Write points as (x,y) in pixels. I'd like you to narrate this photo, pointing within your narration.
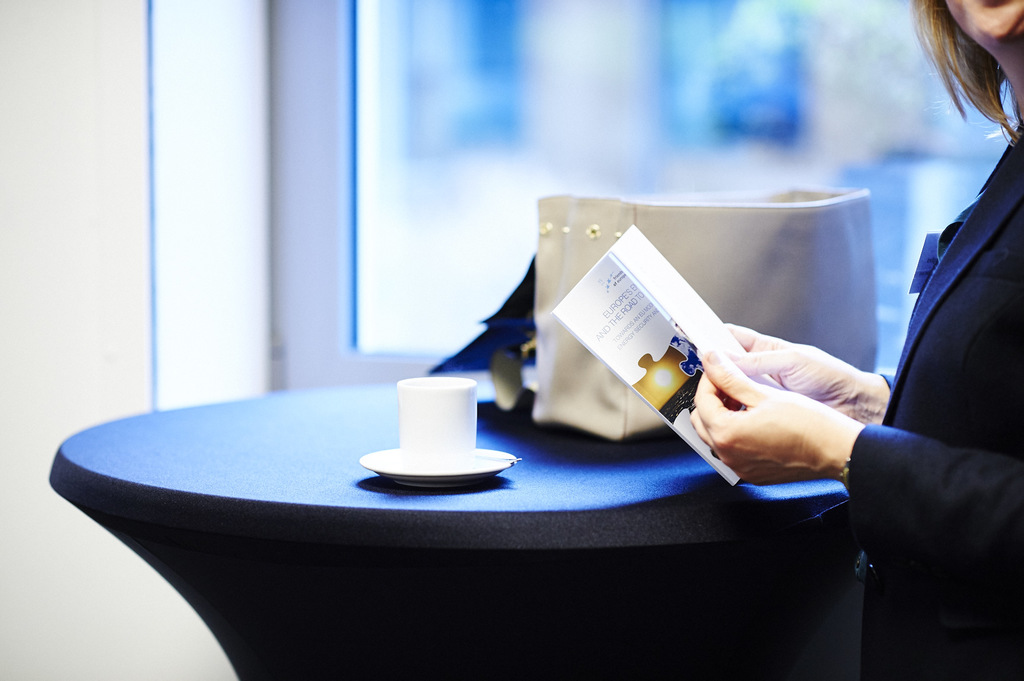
On the right side (938,3) a woman (947,416) is holding a book (696,374) in her hands (855,393), she wore a black color coat (937,408). In the middle (449,428) there is a tea cup (463,424), saucer (484,452) on the table (472,602).
